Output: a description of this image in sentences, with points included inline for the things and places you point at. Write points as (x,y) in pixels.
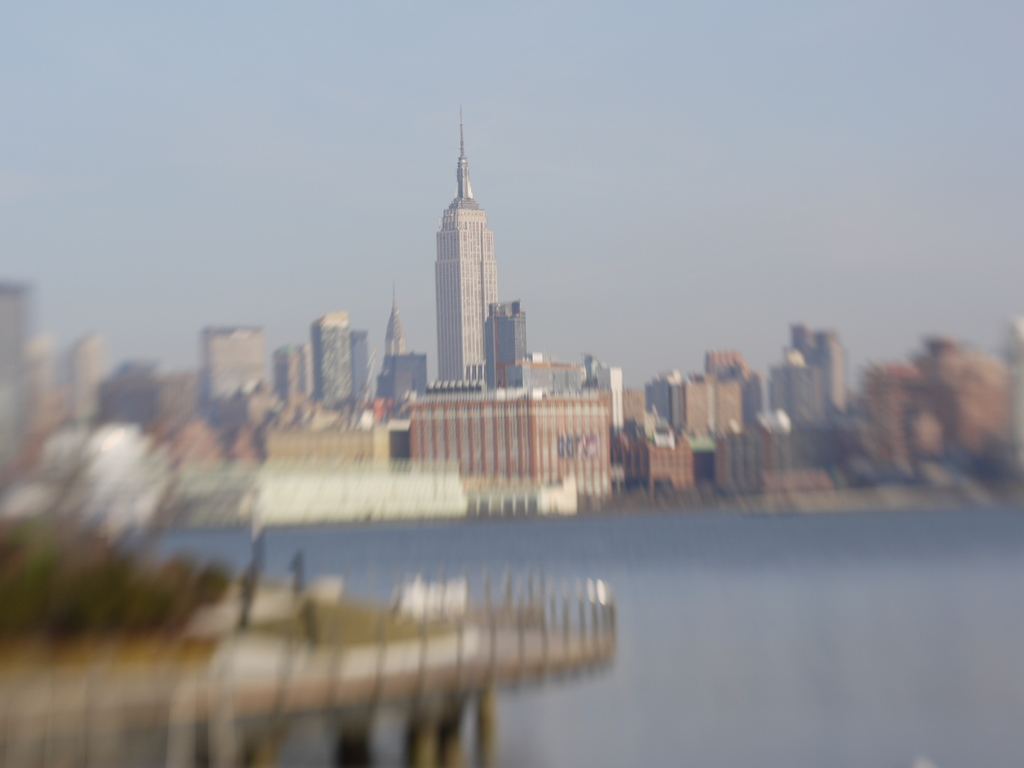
In the picture we can see water surface (728,641) and beside it, we can see a path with a pillars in the water (712,646) and on it we can see some plants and railing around it and far away from it we can see houses (284,475), buildings (464,311), and behind it we can see the sky (735,325).
